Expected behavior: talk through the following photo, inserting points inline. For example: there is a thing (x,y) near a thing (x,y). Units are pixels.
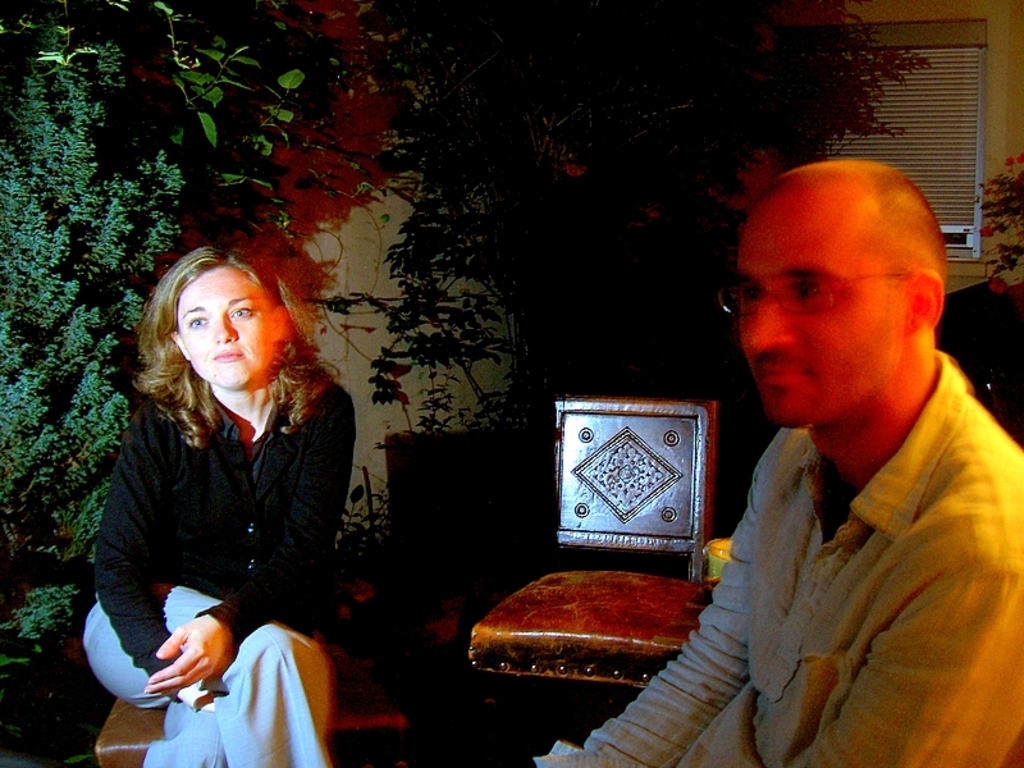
In this image we can see a man (785,443) and woman (224,588) is sitting. Behind the plants (464,226) are there. In the middle of the image (576,473) one chair (575,524) is there. which is in brown color. Right side of the image (932,89) window (946,110) is present.
